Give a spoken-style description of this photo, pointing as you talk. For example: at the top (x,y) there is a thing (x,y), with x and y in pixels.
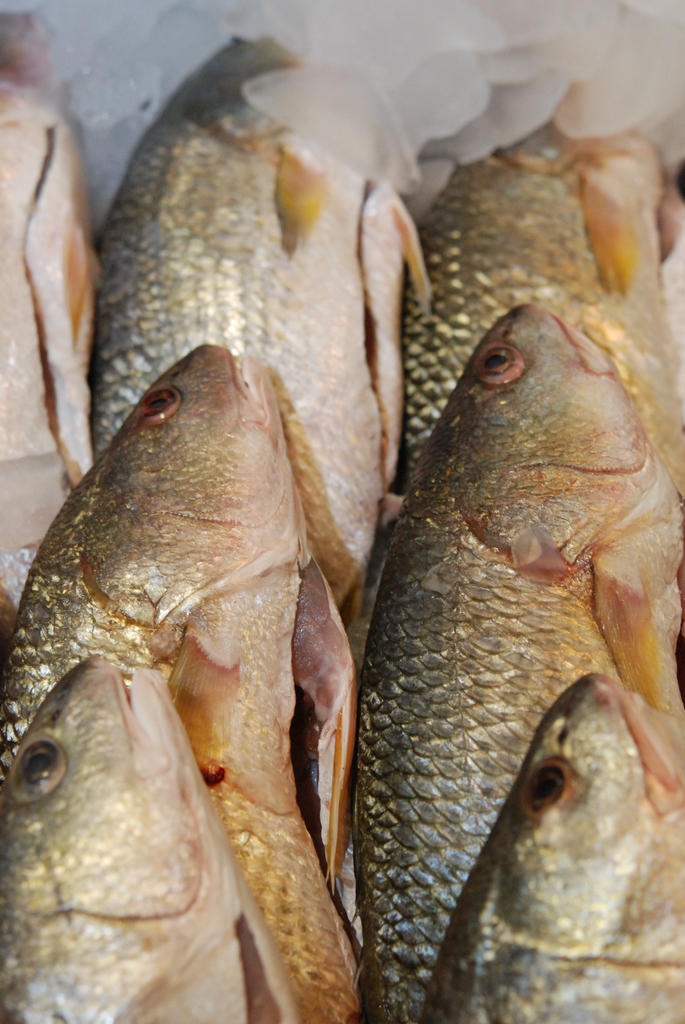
In this image I can see few fish (336,795) and they are in brown and cream color.
